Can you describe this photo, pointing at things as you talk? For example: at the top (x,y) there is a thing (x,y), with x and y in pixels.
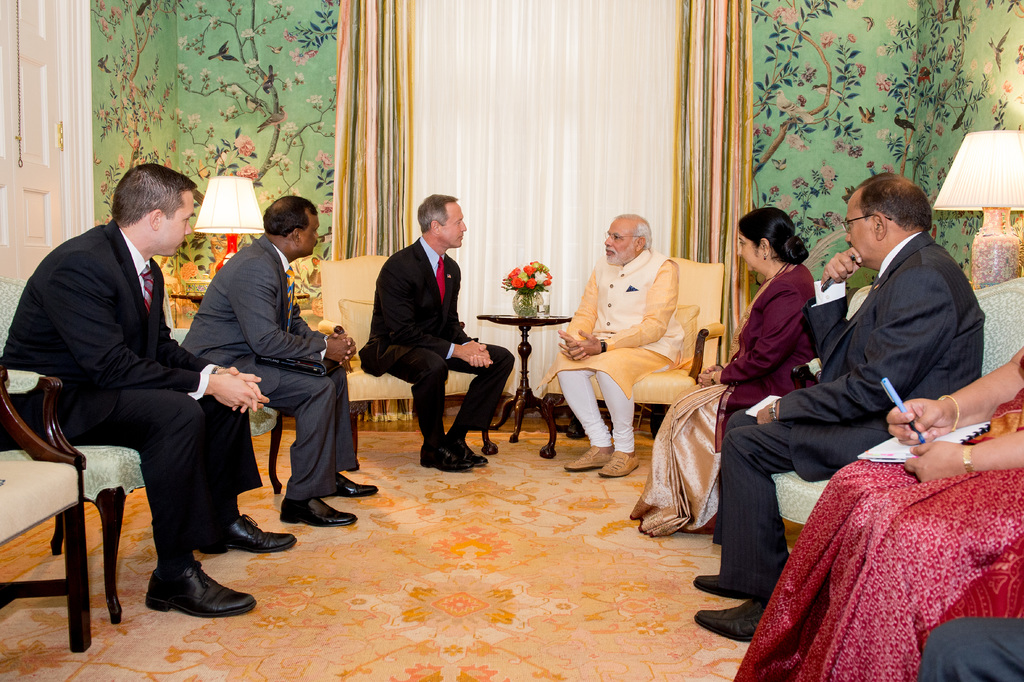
In this image we can see people (735,594) are sitting on the chairs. Here we can see a table (549,442), flower vase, lamps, and floor (446,655). In the background (231,18) we can see wall (787,139), door (64,36), and curtains (458,116). On the wall (153,72) we can see painting (809,125) of branches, leaves (840,123), flowers (327,213), and birds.
